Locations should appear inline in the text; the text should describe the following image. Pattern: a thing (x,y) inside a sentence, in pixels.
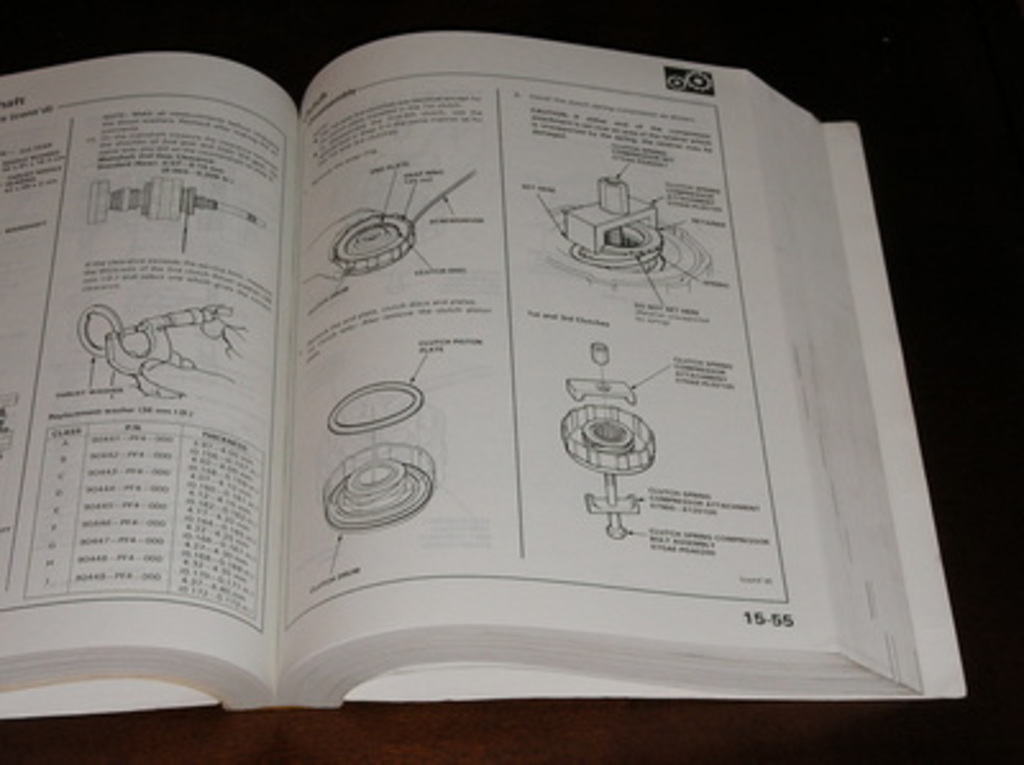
This image consists of a book (445,474) in which there are diagrams (620,503). The background (265,9) is too dark.
